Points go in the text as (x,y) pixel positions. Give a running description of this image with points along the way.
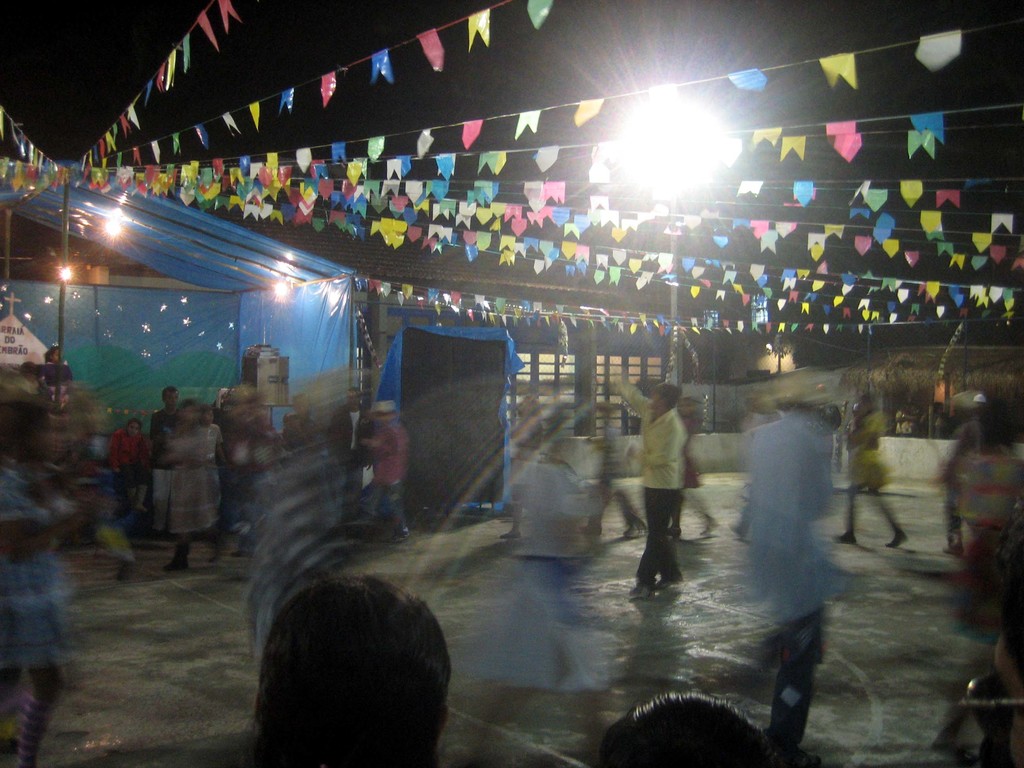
In this picture we can see a group of people (359,606) and few objects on the ground (682,617) and in the background (1016,157) we can see a tent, decorative flags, lights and the sky (1000,195).
